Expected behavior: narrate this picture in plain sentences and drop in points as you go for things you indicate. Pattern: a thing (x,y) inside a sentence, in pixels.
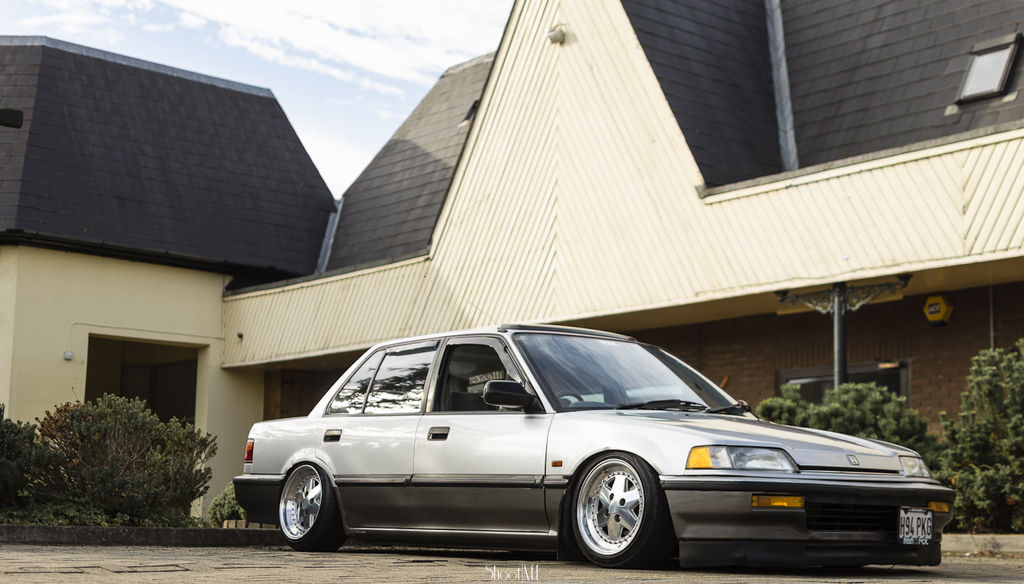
In this image we can see this car (377,493) parked here. In the background (98,502), we can see shrubs (1001,412), brick wall (891,348), pillars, wooden house (187,259) and the sky (338,96) with clouds (389,75).
